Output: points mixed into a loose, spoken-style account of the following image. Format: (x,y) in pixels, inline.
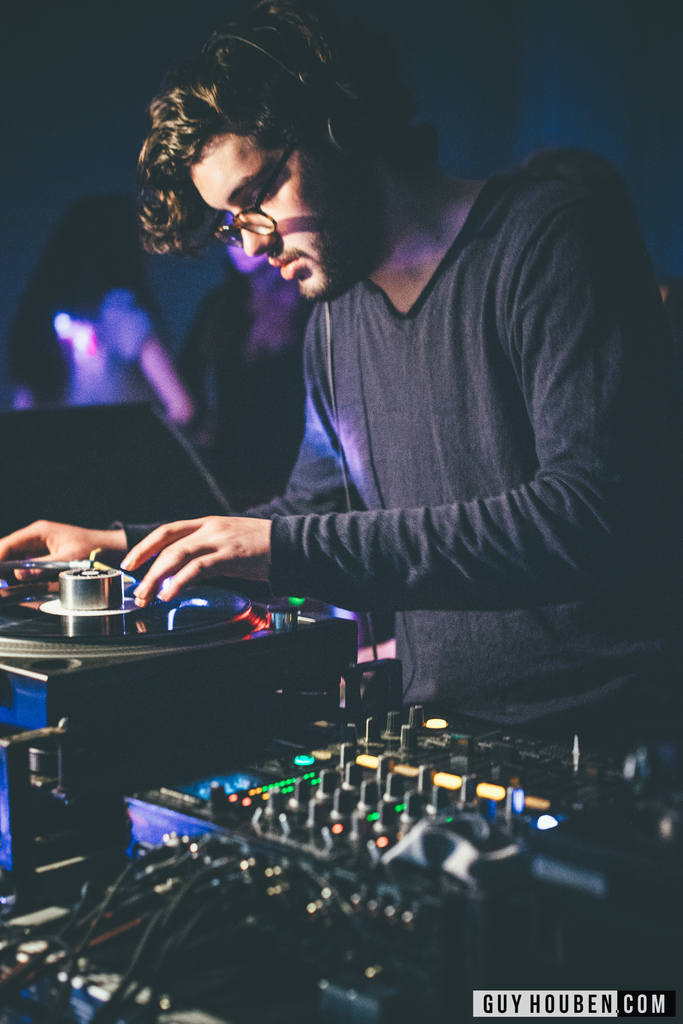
At the bottom (260,851) we can see electronic devices (259,760) and a music player (315,699) and a man (323,364) is standing at the music player (299,638). In the background (295,301) the image is dark and blur but we can see few persons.
